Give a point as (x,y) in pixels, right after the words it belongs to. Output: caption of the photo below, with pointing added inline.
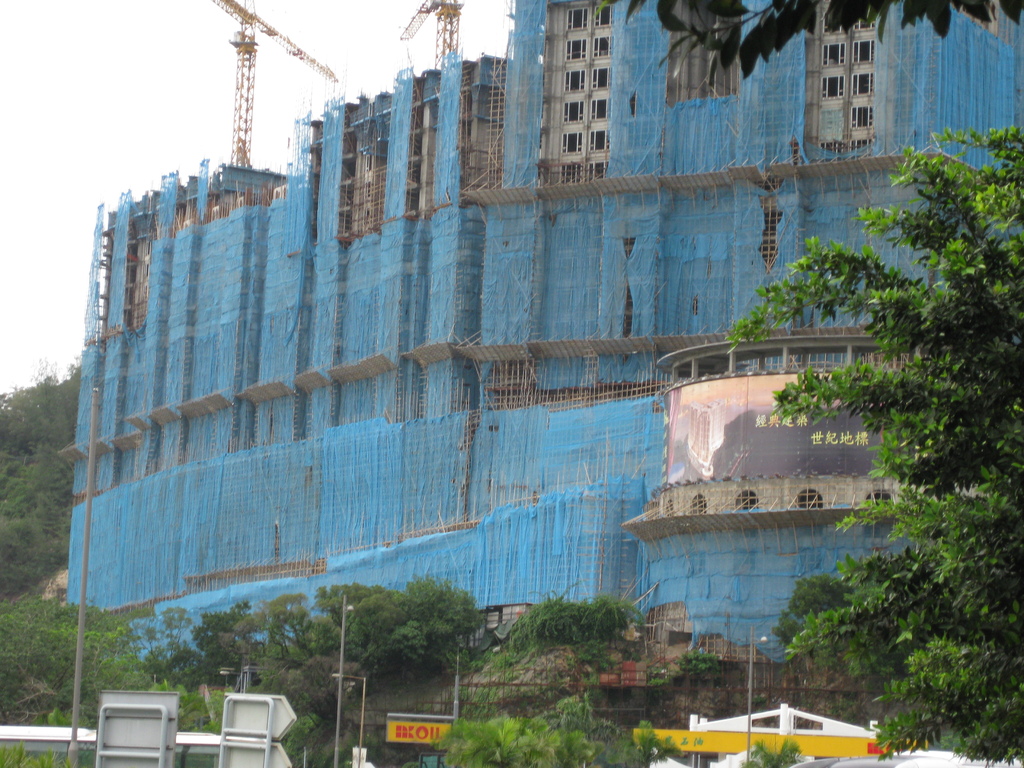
In this image I can see the building (485,237) with blue color net (493,565) on it. In-front of the building (193,603) I can see many trees (359,630) and the yellow color boards (447,716) and also the poles (248,681). To the side there are few more trees (66,559) and the white sky (186,108).
